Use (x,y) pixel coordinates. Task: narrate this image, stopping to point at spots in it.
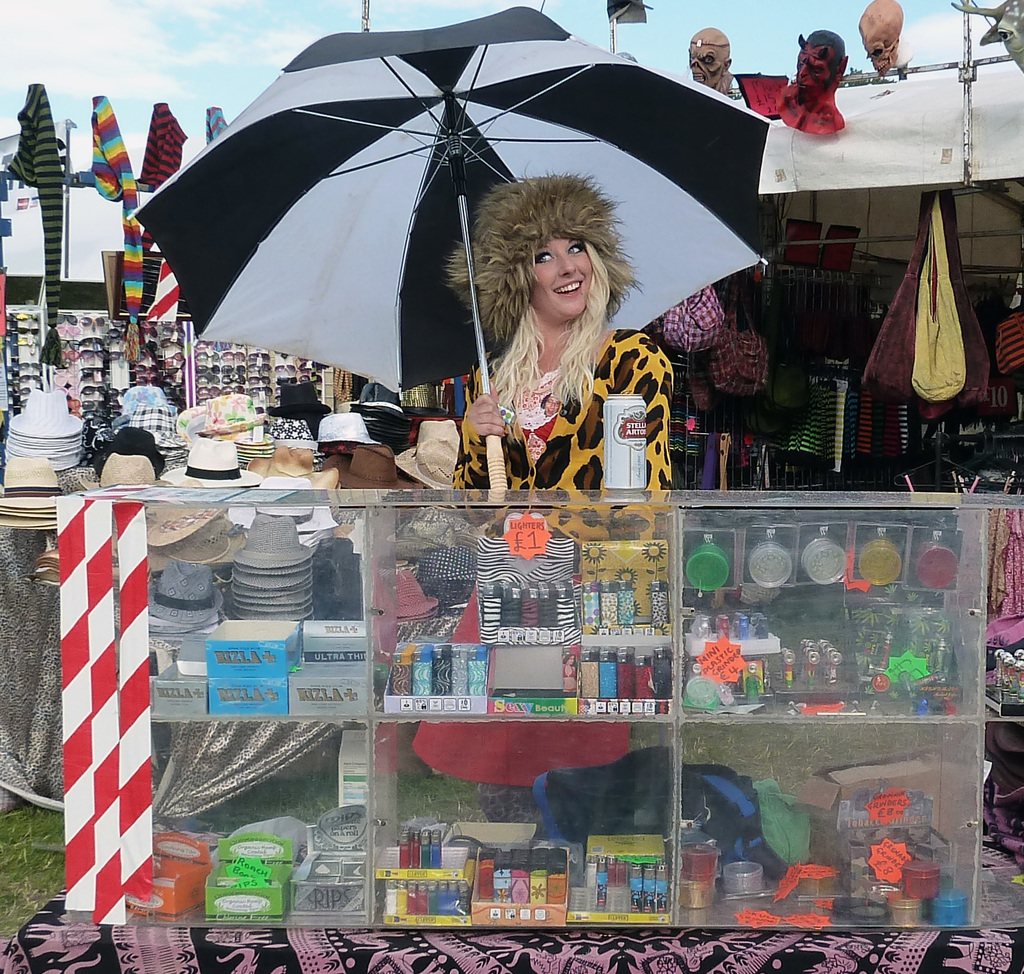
In this image I can see the person (495,373) holding the black and white color umbrella (354,208) and wearing the black and yellow color dress (544,452). In-front of the person (604,389) I can see some material (274,826) inside the glass rack (683,509). To the left (197,448) I can see many hats (175,437), clothes (116,184), goggles (135,367) and some materials (55,266) can be seen. In the background (235,58) I can see the clouds (62,30) the blue sky (225,69).
